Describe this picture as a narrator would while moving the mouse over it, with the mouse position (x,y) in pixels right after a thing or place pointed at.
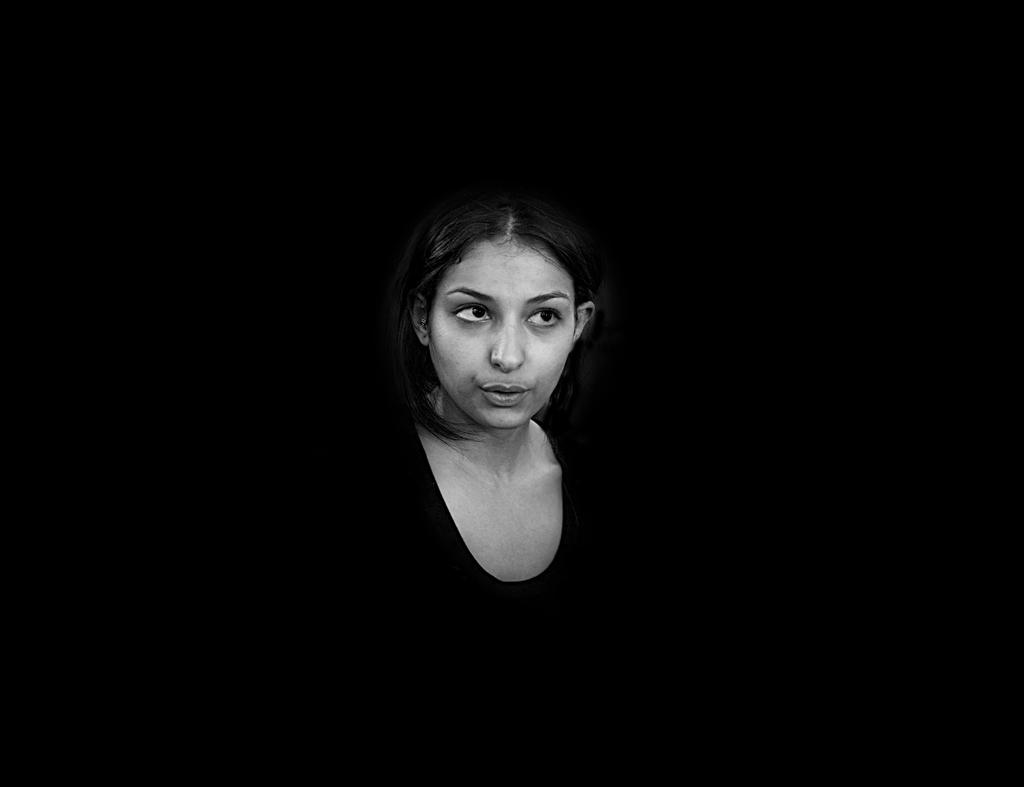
In the center of the picture (442,302) there is a woman (457,405), around the woman (502,313) it is dark. The picture is looking like a black-and-white image.
